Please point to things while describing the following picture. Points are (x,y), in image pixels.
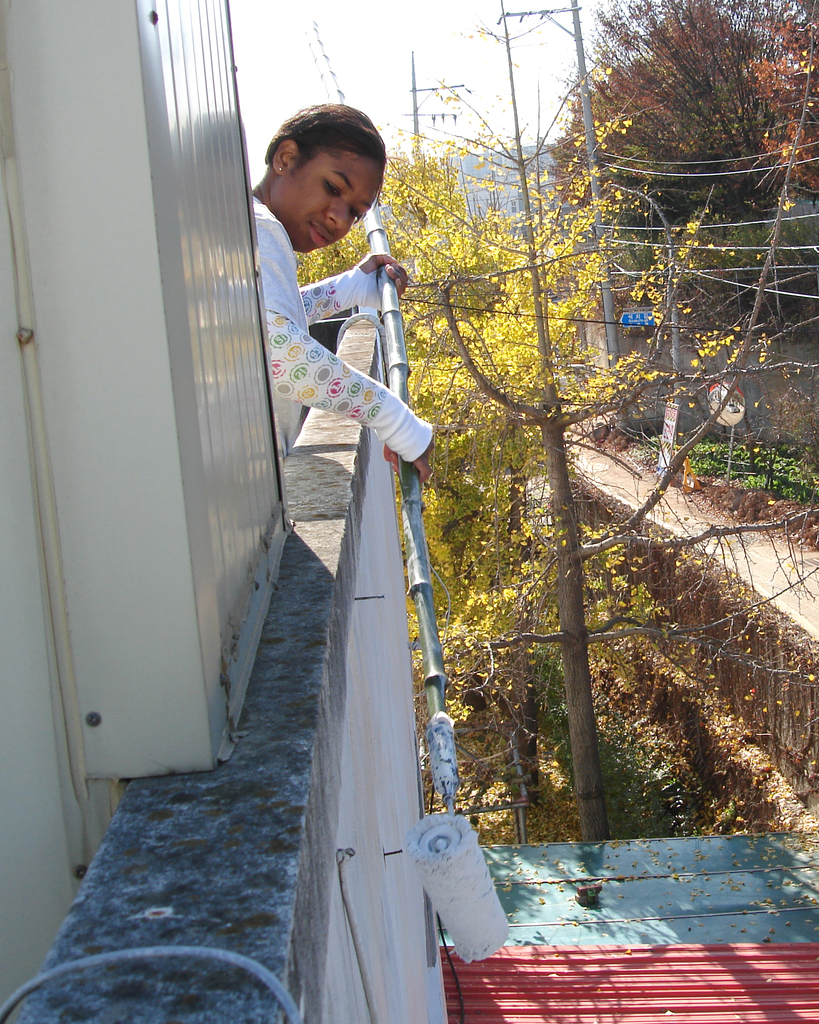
This image consists of a woman (290,438) painting a wall (402,787). On the left (186,780), we can see a building (411,926). At the bottom (695,990), there is a shed (599,990). In the background (563,490), there are many trees (633,206) and poles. At the top (339,8), there is sky (511,45). On the right (719,524), it looks like a road (810,614).
